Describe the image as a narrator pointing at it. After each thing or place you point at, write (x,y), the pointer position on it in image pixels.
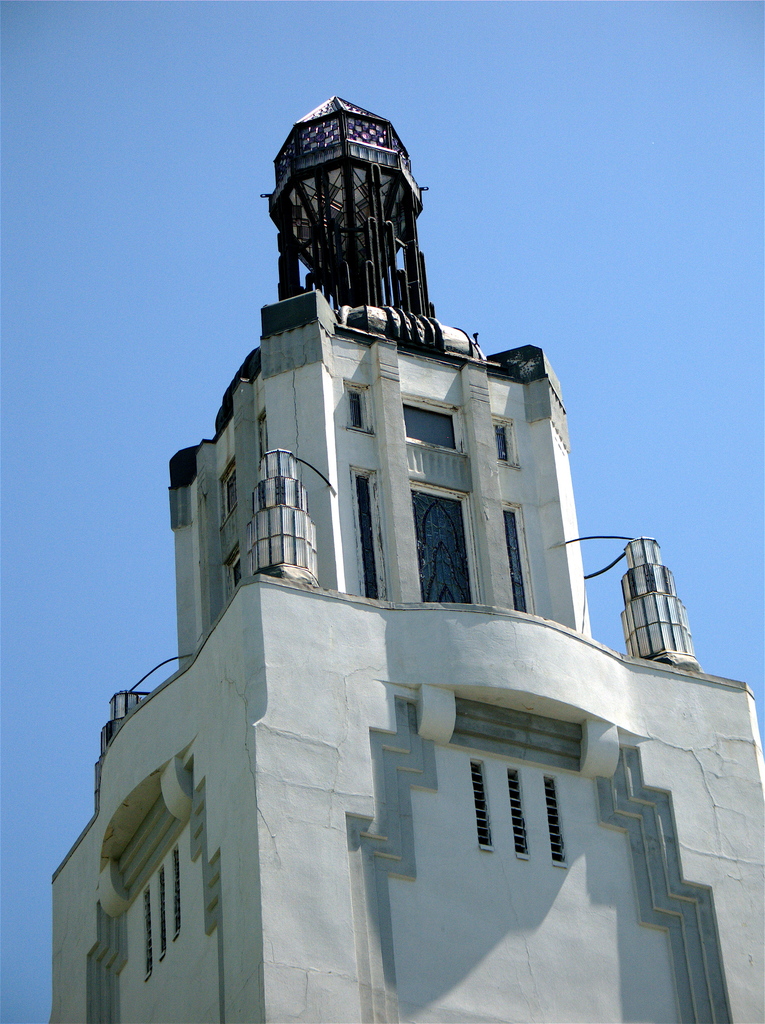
In this picture there is a building (377,626), to the building (405,641) there are windows (437,553). Sky (67,368) is clear and it is sunny.
